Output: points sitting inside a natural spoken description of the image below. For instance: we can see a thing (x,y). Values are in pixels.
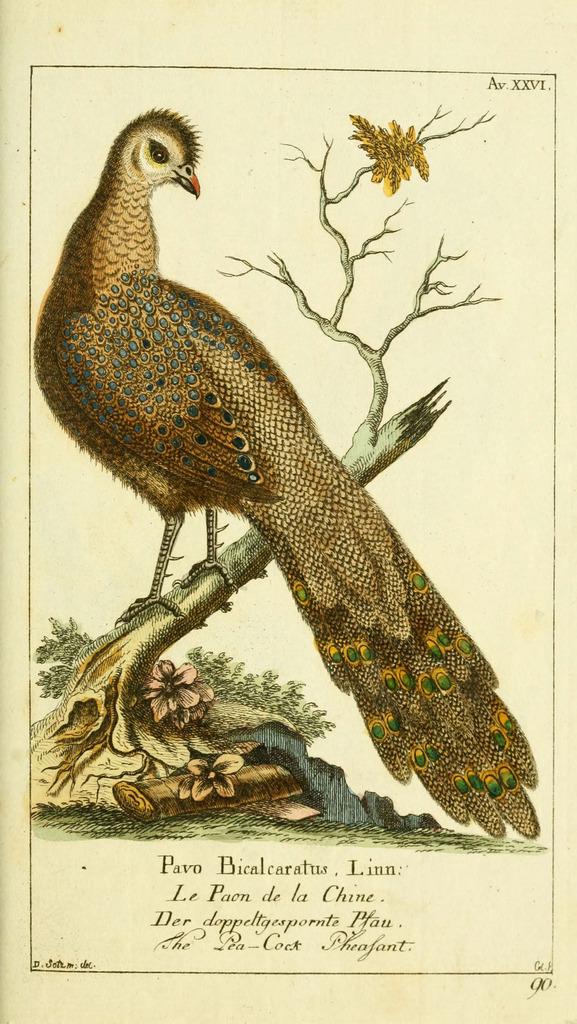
In this image I can see a poster (163,852). In this poster (127,398) I can see an image of a peacock (116,220), branches (409,421), flowers (226,764) and leaves (68,648). Something is written on the poster (241,839).
